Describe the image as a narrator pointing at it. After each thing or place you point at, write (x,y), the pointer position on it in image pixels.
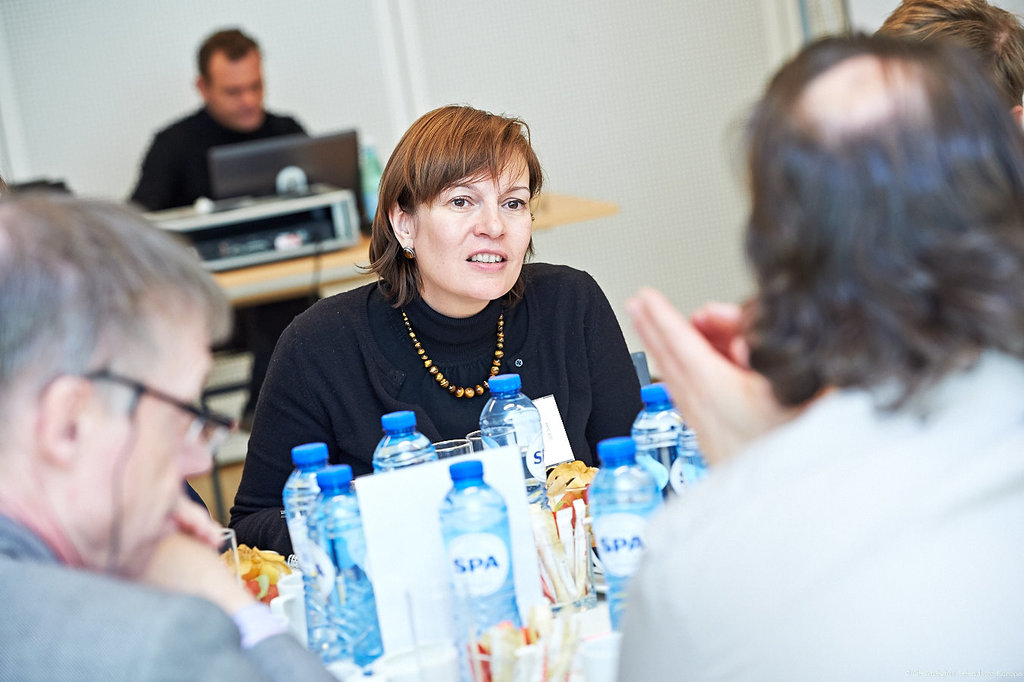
In this image, we can see persons (481,236) wearing clothes (921,468). There are bottles (338,544) at the bottom of the image (485,539). There is a person (179,181) in the top left of the image (204,154) sitting in front of the monitor (245,166) which is on the table (365,258).
